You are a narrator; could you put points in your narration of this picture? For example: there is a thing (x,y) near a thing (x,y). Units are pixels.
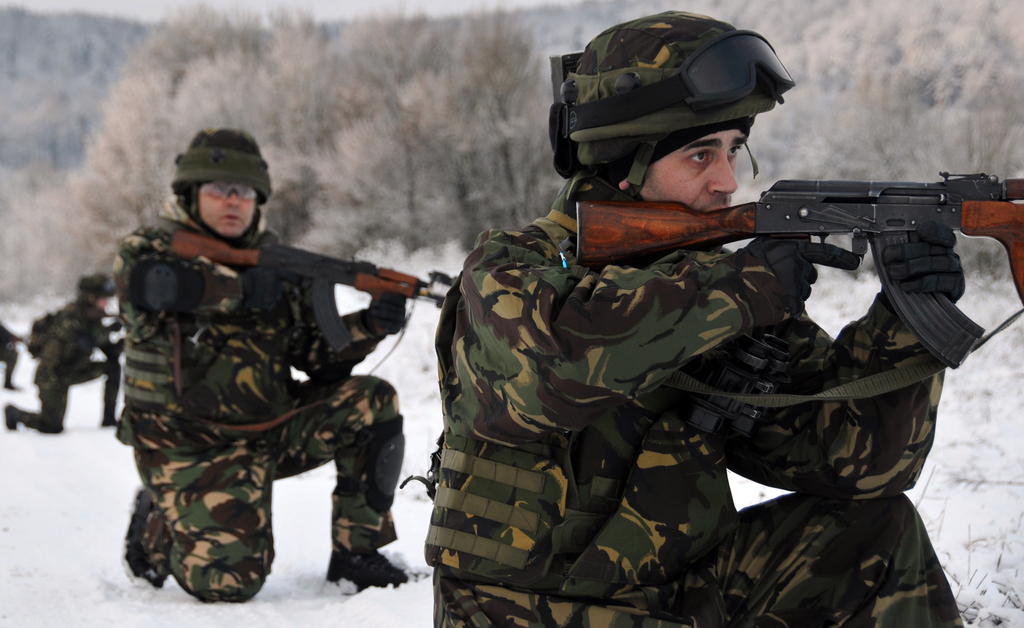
In this image in the foreground (173,264) there are two persons (447,352) who are sitting on their knees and they are holding guns (914,226), and in the background (55,342) there are some persons (41,336) and trees (115,85). At the bottom (56,498) there is snow (406,558).
